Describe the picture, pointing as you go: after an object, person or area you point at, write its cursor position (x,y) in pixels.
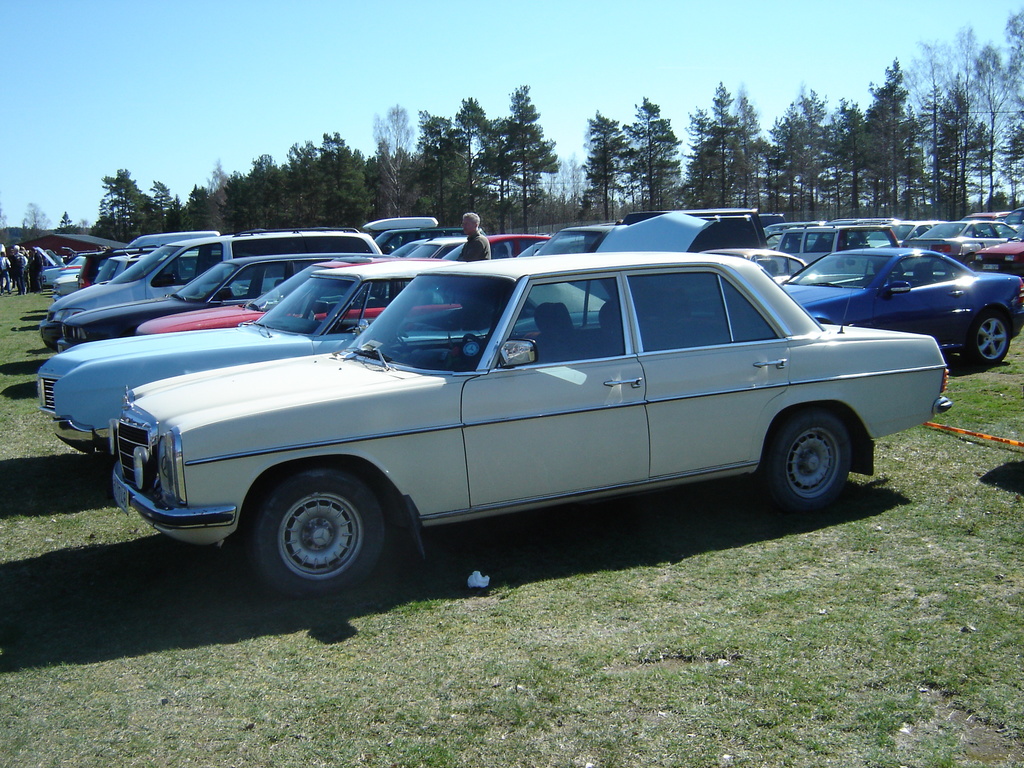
In this image, I can see the cars (174,234), which are parked. At the bottom of the image (518,587), this is the grass (535,591). I can see a person (481,244) standing. In the background (462,192), these are the trees (458,179). At the top of the image (314,94), I can see the sky (597,62). On the left corner of the image (41,273), I think there are group of people (22,273) standing.
